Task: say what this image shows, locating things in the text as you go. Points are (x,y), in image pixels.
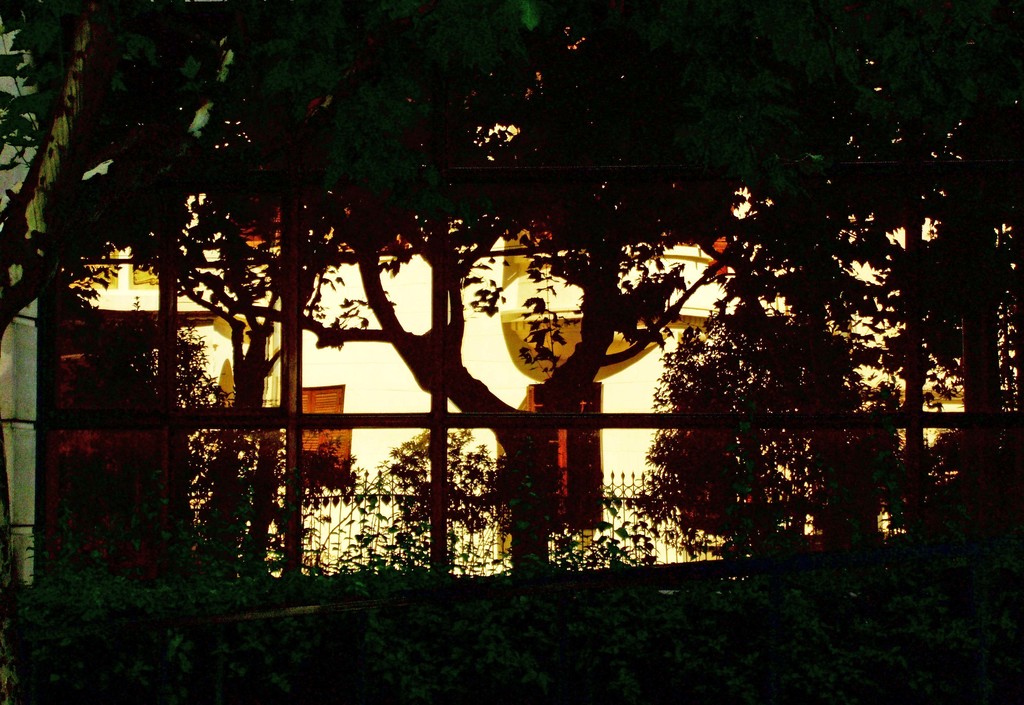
Here we can see plants (302,578), trees (463,29), and a fence (306,516). In the background (530,391) there is a building (680,318).
